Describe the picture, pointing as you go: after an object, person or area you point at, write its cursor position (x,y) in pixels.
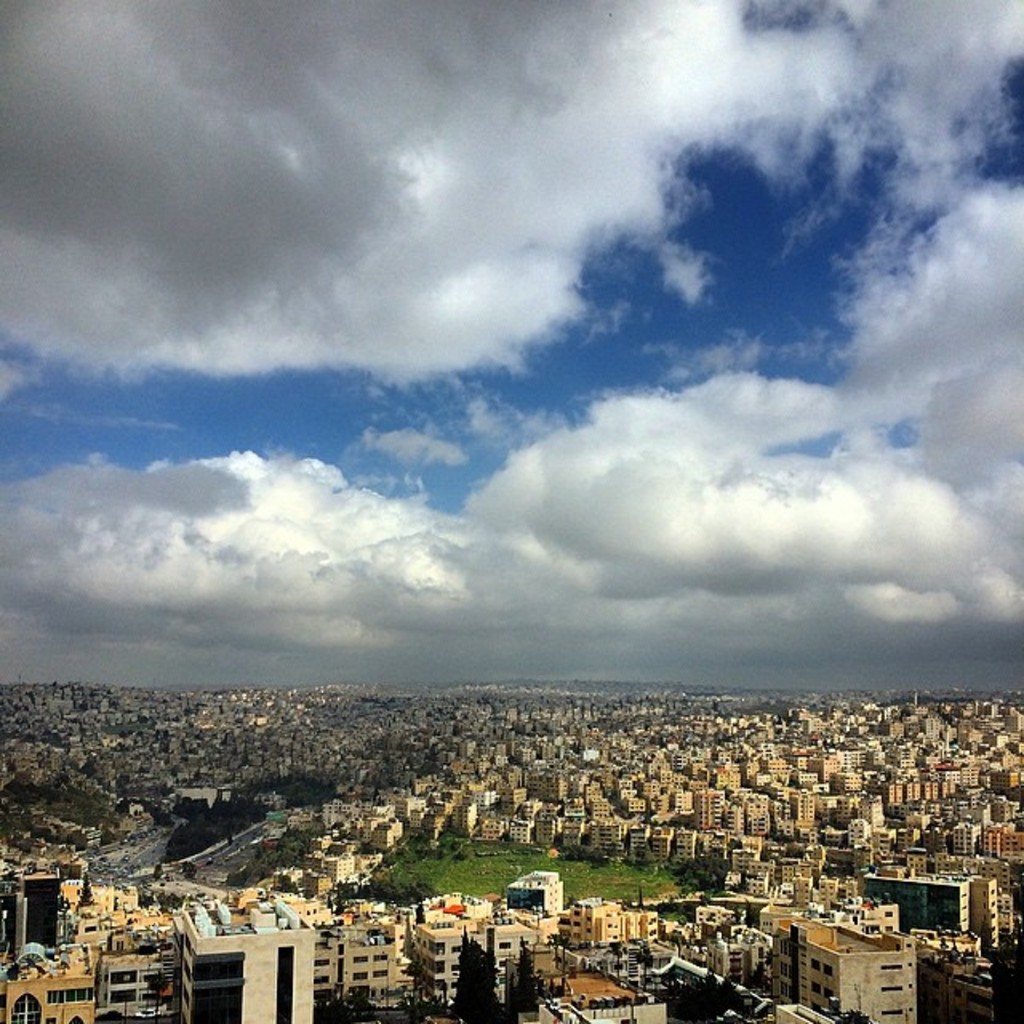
In this picture there are many buildings (374,807), poles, and trees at the bottom side of the image (404,827) and there is sky (430,383) at the top side of the image (519,131).
